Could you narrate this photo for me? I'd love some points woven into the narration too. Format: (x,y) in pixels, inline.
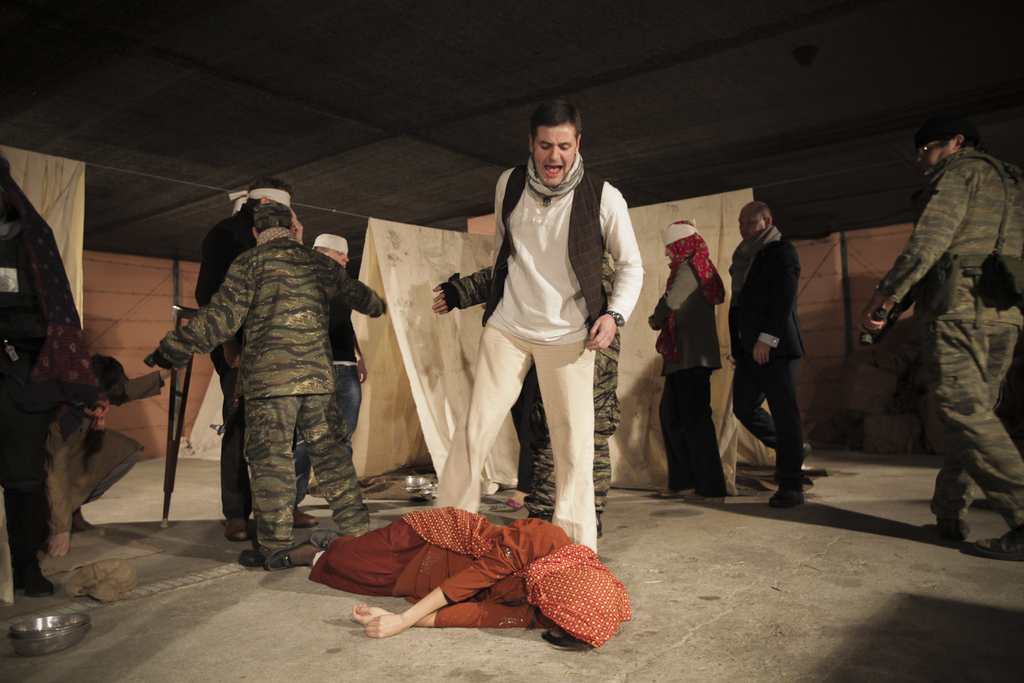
At the bottom of this image (474,563) there is a person (453,562) laying on the floor (271,638). Beside one man (564,431) is standing and shouting by looking at this person (467,598). At the back of him there are few people (228,338) walking towards the left side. In the background (427,262) there are few white color curtains (379,283) and a wall (838,317). At the top of the image (527,72) I can see the ceiling (354,81).
